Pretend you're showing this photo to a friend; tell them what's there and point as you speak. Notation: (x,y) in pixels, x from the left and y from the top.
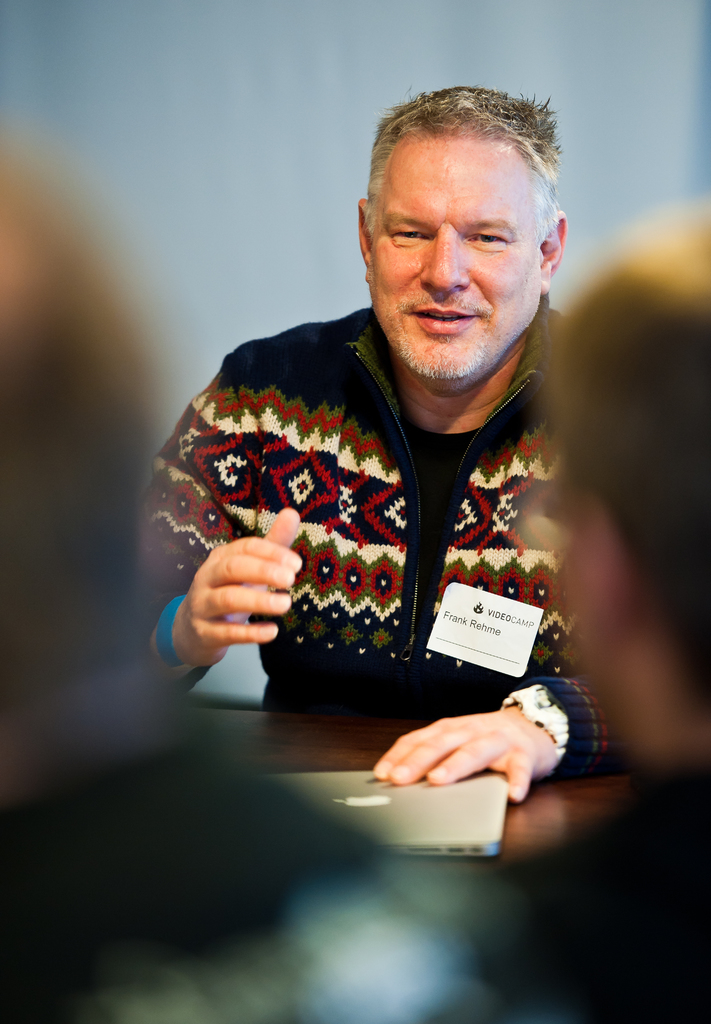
In this picture we can see a man (366,548) is sitting and in front of the man (354,582) there is a laptop (406,805) on the table (536,799). In front of the table (528,823) there are two blurred people (629,962) and behind the people (49,485) there is a wall (701,138).
